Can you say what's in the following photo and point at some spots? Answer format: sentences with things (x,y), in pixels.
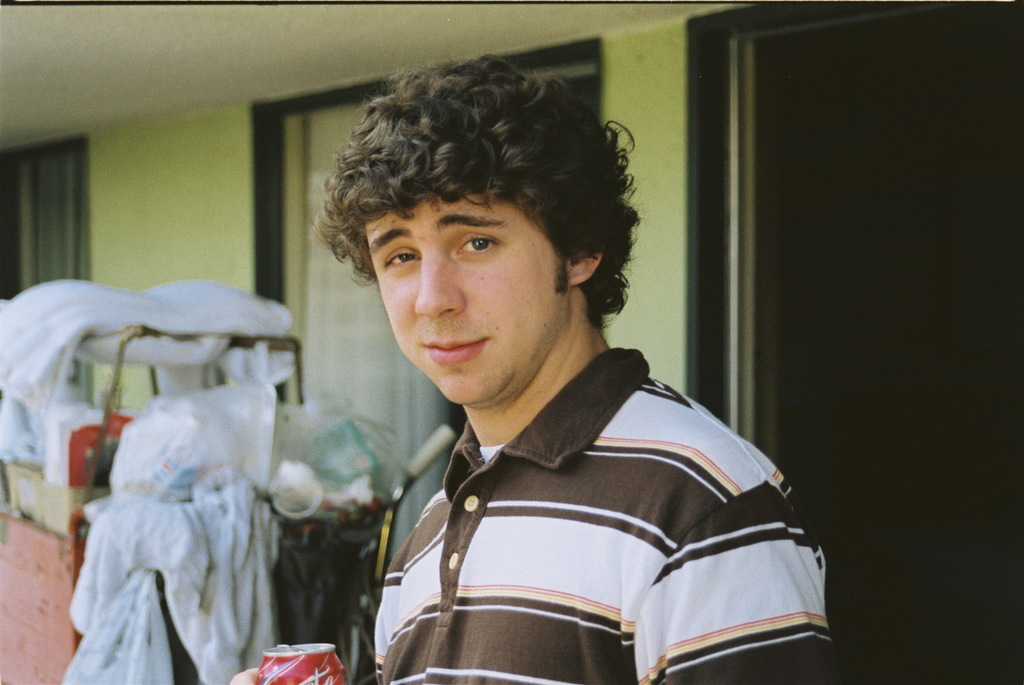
In the center of the image (453,369) we can see a man (547,294) standing and holding a tin (322,667) in his hand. On the left (265,516) there are covers (211,488) and a cart (56,553). In the background (50,205) there is a door (697,170) and windows (63,203). We can see a wall (168,232).
